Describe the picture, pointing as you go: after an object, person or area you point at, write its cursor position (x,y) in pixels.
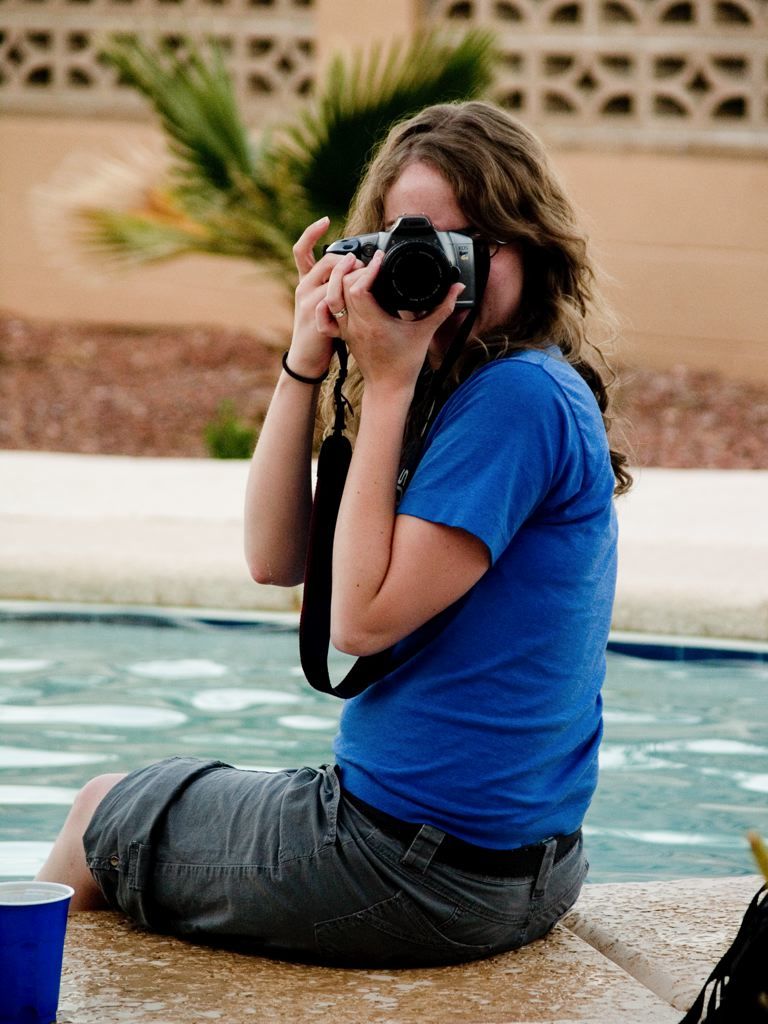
In this image I see a woman (115,845) who is holding a camera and sitting in front of the pool (285,617) and there is a cup (33,885) over here. In the background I see the plants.
